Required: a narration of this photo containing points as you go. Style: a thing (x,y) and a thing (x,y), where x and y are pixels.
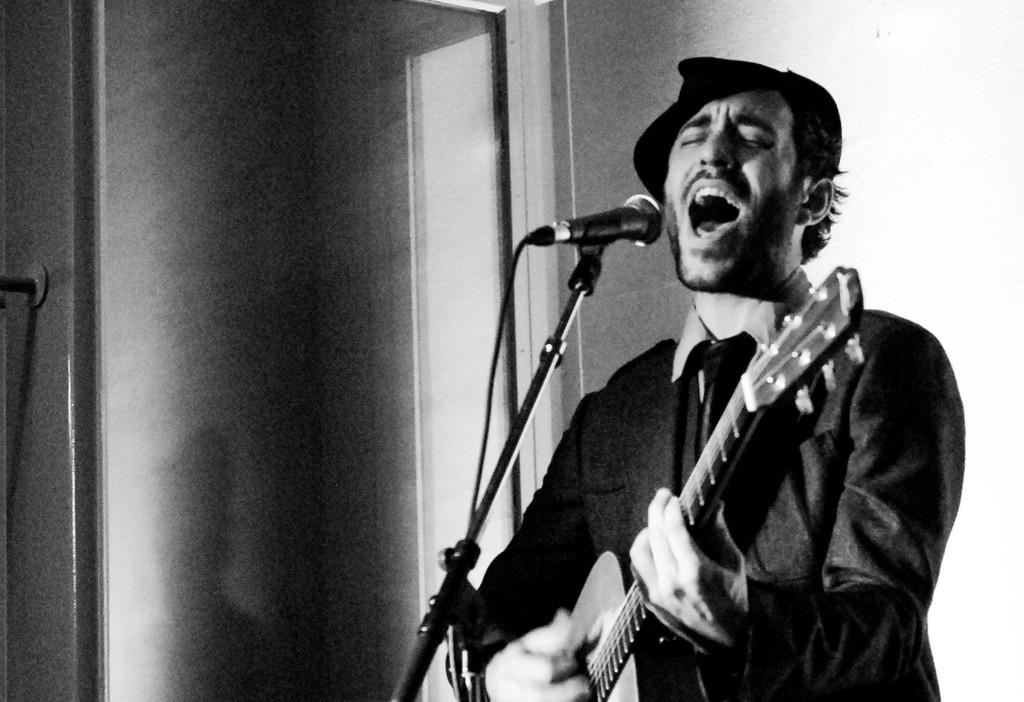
In this image I can see the person (751,246) standing in front of the mic (559,236) and playing guitar (598,600).
